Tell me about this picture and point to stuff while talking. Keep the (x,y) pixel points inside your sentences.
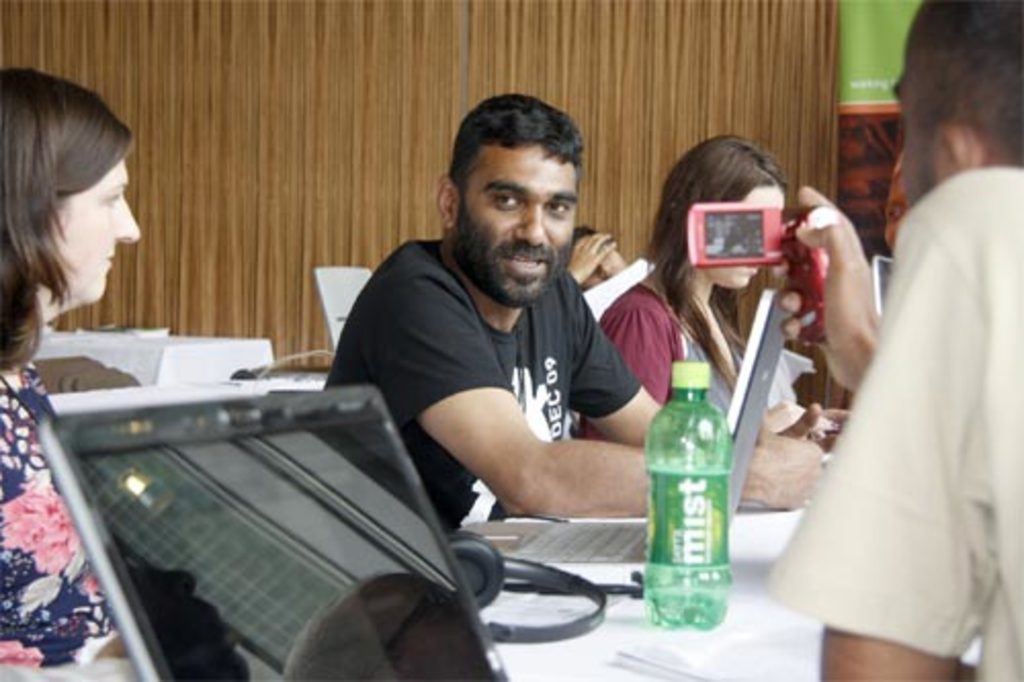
There are few people (632,453) here sitting on the chair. there is a laptop (606,548) here on the table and a bottle (693,496). On the right (898,326) a person (852,349) is recording video. This is the wall (453,70).
